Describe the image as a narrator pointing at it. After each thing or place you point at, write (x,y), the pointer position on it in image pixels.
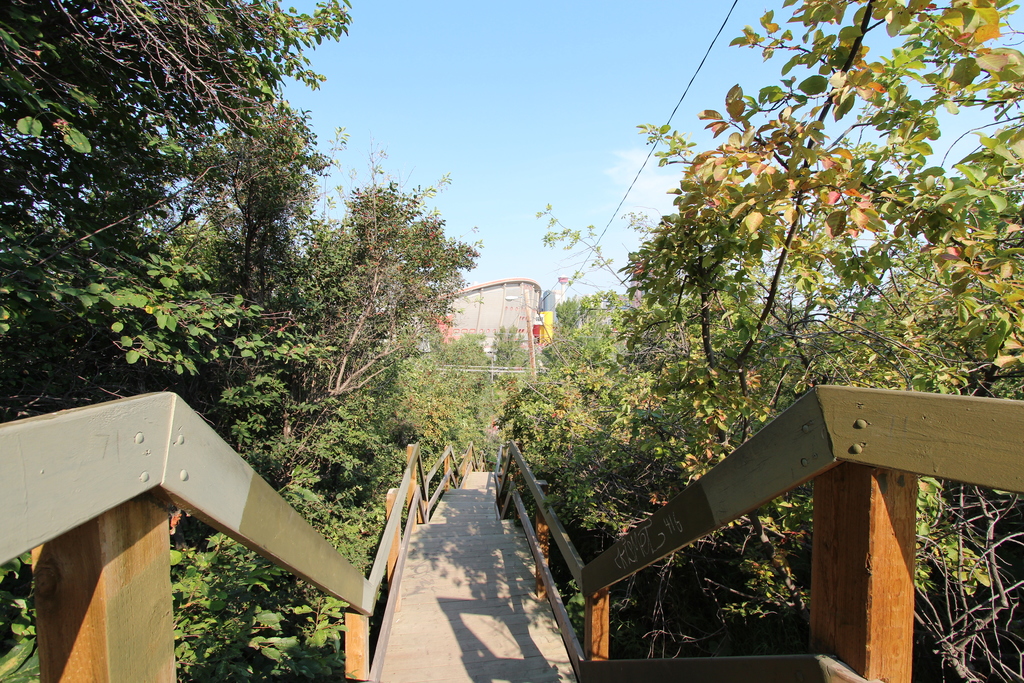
In the foreground (227,610) I can see a bridge (387,616), trees (362,370), wires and a building (518,331). On the top (452,99) I can see the sky (452,56). This image is taken during a day.
